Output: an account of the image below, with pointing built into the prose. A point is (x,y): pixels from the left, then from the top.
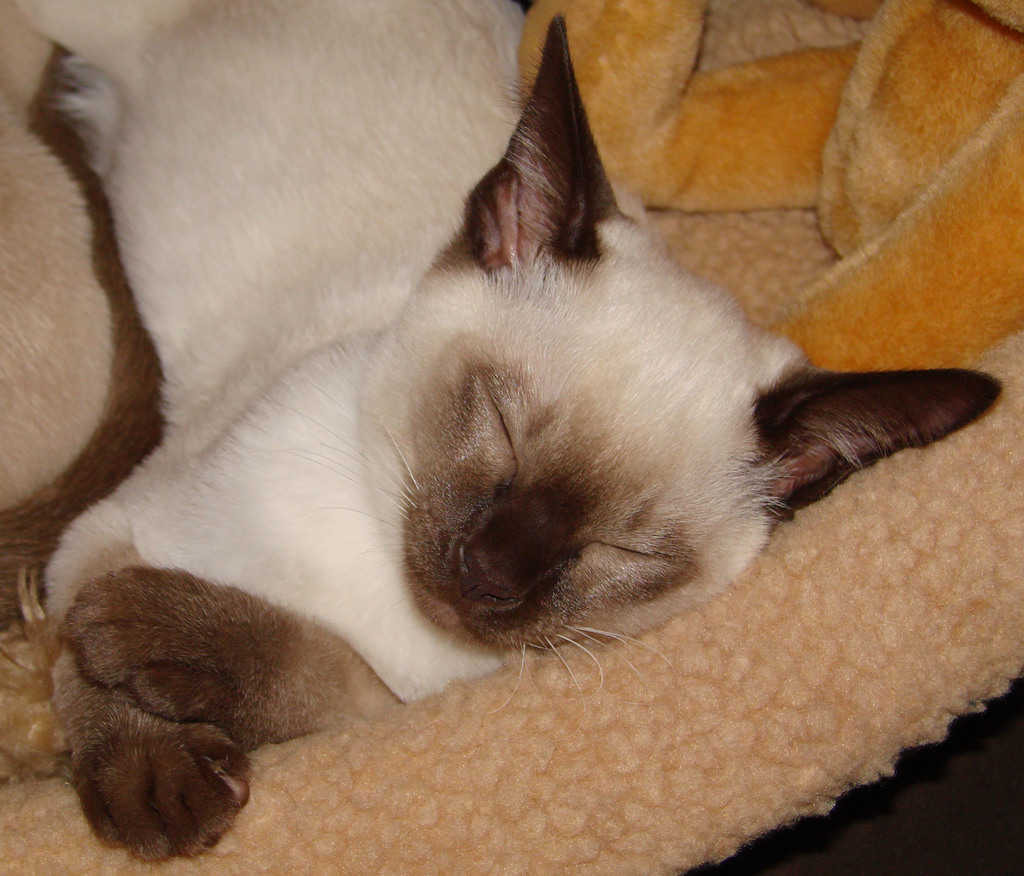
In this picture we can see a cat (634,368) sleeping on a cat bed (573,654). Few toys (1001,149) are visible on a bed (555,721).
